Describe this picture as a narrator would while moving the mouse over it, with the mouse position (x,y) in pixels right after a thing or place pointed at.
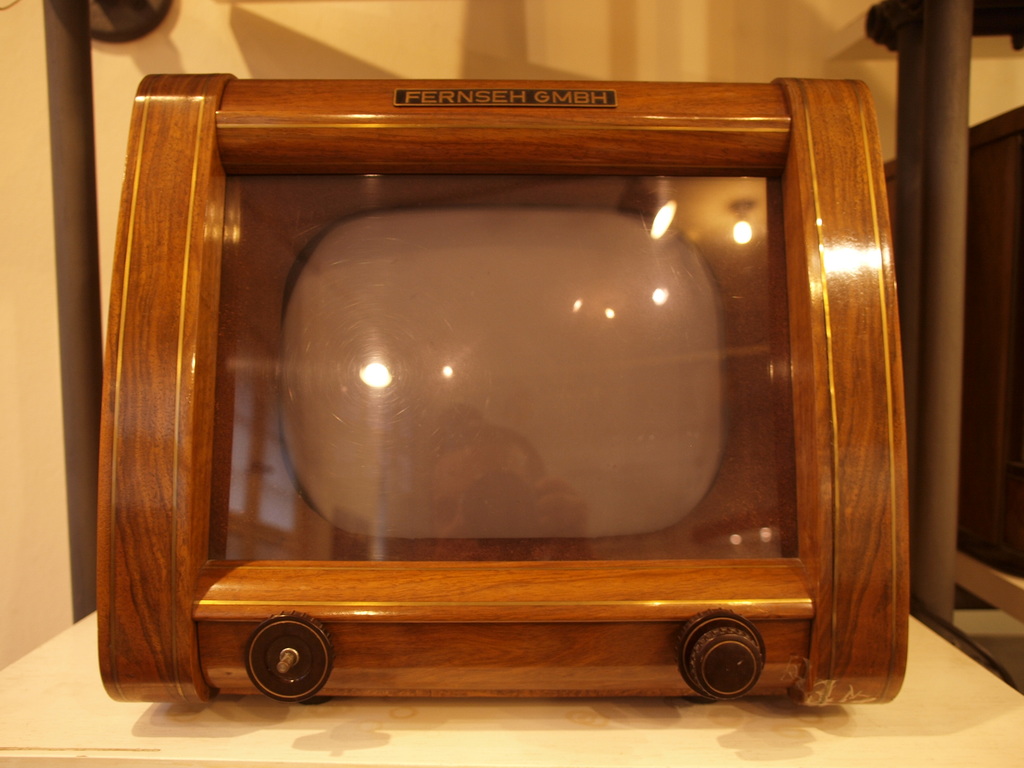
In this image we can see an object (664,650) placed on the table (436,717). In the background (384,32) there is a wall (507,61) and we can see a stand (944,239).
